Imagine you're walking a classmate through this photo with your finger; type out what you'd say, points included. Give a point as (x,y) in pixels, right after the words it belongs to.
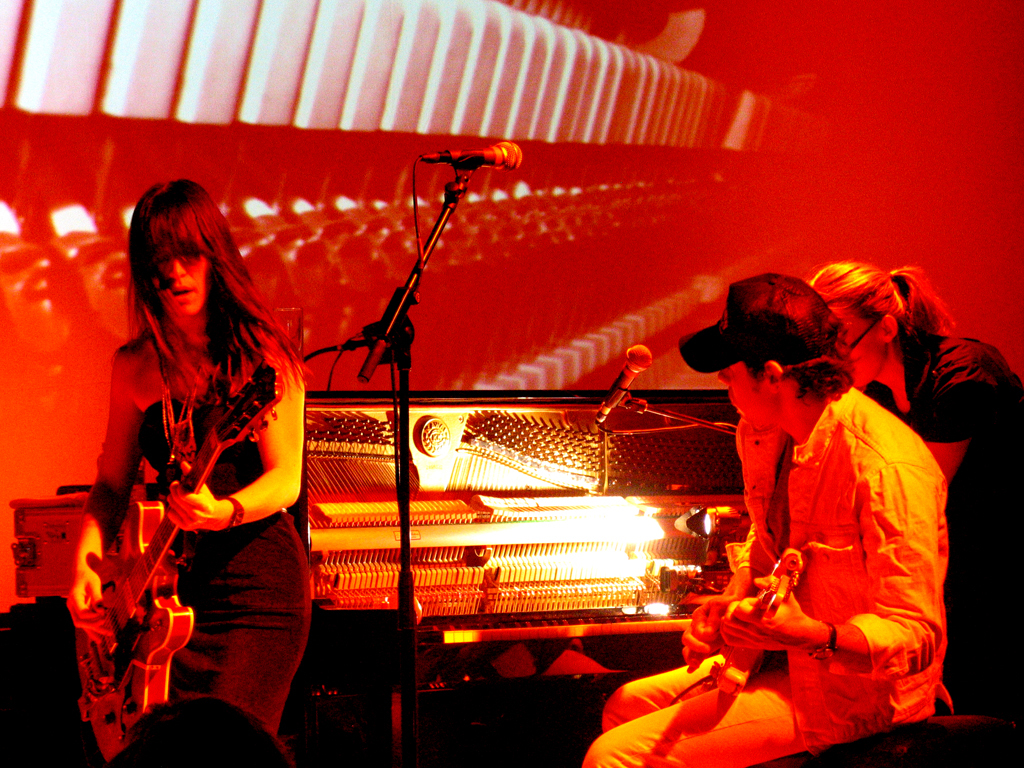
This woman (139,363) is playing a guitar (157,616). This man (815,335) is sitting and playing a guitar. This is mic (498,164) with holder (405,595). This is a musical instruments (514,565).
